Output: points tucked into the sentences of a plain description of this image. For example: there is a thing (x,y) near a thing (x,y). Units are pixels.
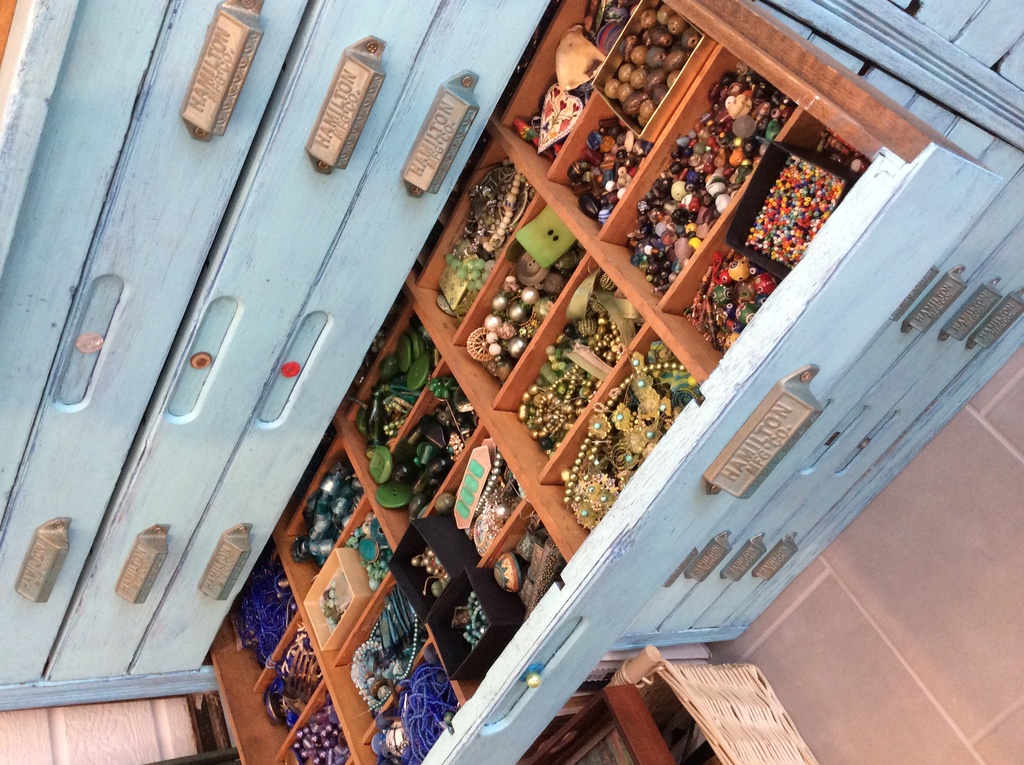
In this image I can see the drawers (245,273) which are in blue color. On one of the drawer (232,698) I can see the pearls (377,537) and chains (634,438). These are colorful. To the side I can see the one more cupboard (668,642) and the floor (866,637).
